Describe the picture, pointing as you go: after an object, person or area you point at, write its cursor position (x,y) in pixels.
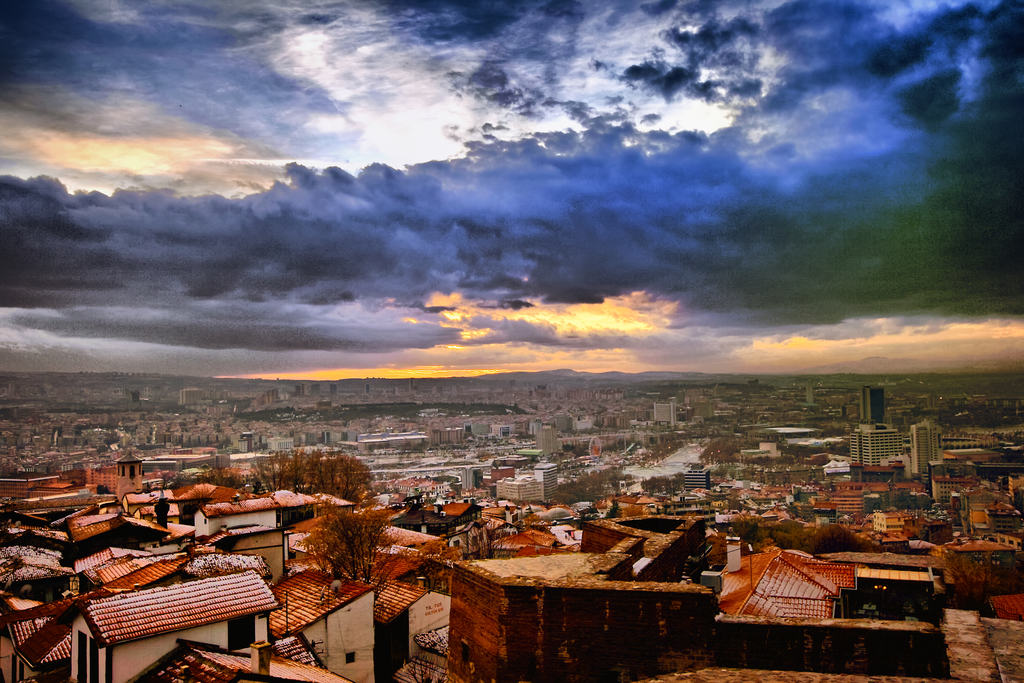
In this image, we can see so many buildings (538,602), houses (506,549), trees (962,605), roofs (397,596). Background (815,323) there is a cloudy sky (555,262).
